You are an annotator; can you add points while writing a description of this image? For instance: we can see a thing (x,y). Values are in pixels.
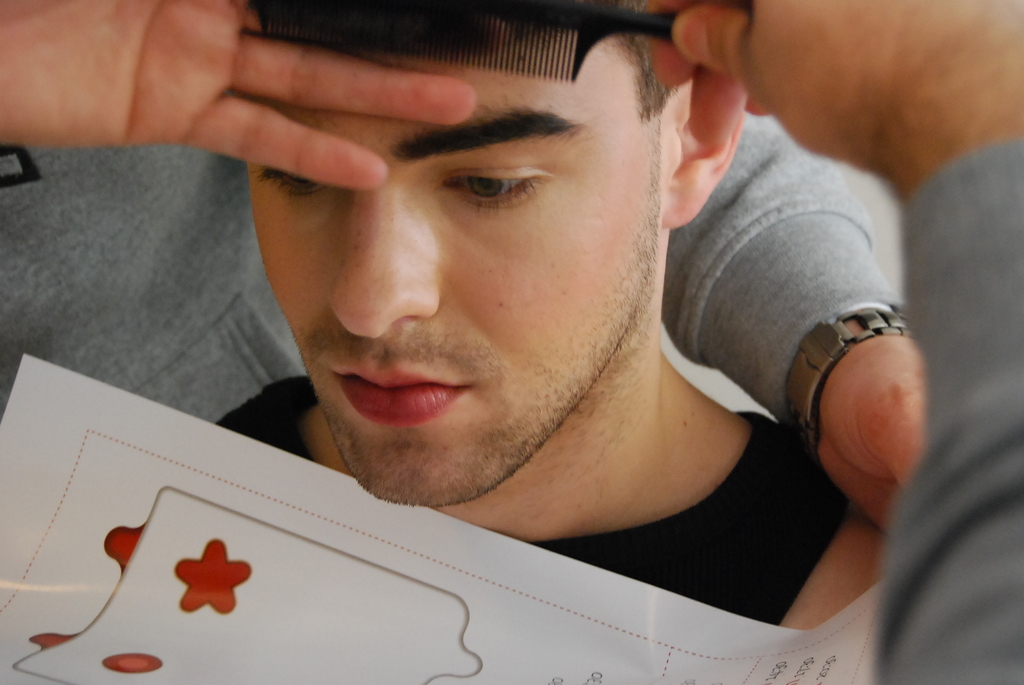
In this image we can see a man (580,292). At the top of the image (432,109) we can see a human hand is holding comb (460,25). There is a paper (220,625) at the bottom of the image (489,623). In the background (794,297), one person (240,295) is present.
